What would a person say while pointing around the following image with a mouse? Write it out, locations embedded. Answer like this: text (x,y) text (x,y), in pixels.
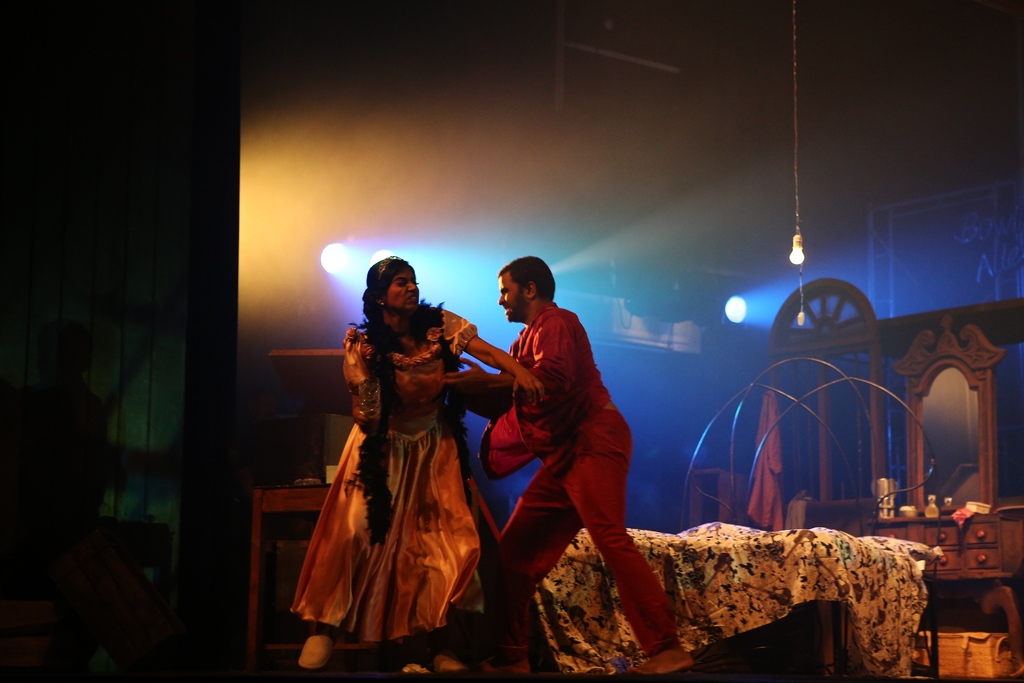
In the center of the image (477,366) we can see two people (554,486) performing in the play. At the bottom (658,542) there is a bed (778,606) and we can see a mirror (943,502). There are things (908,512) placed on the table (908,522). On the left (259,588) there is a table (259,541). In the background (330,253) there are lights (345,255).
